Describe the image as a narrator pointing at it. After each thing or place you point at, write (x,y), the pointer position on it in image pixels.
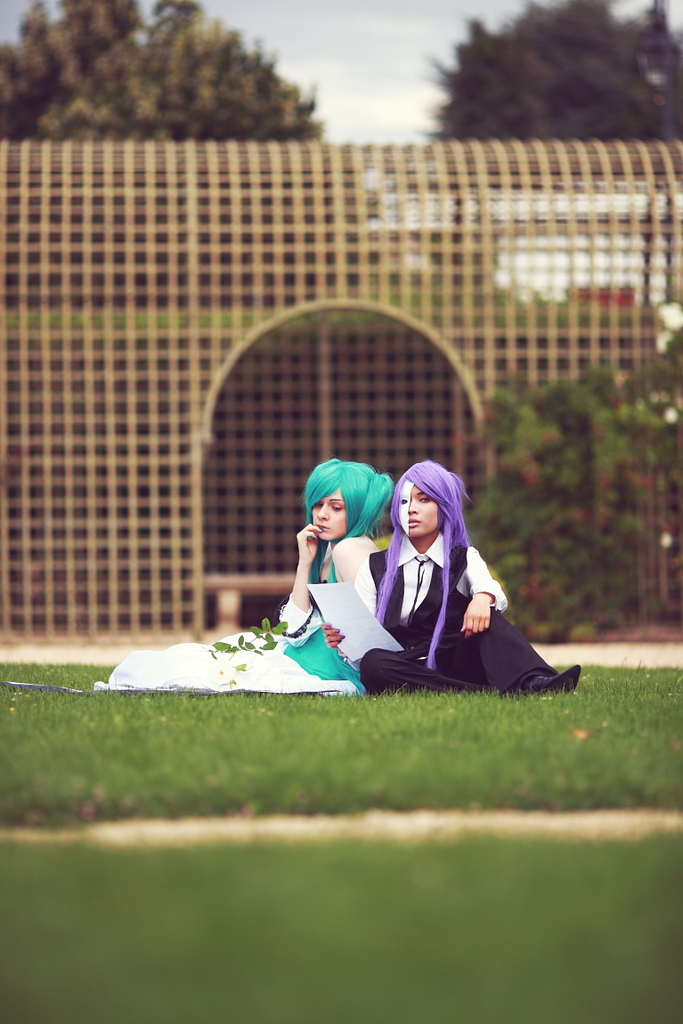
It is an image in which we can see that there are two persons (456,546) sitting on the ground (342,724) by holding the paper (336,627). Behind them there is a trellis (305,345). In the background (514,56) there are trees (543,89). At the bottom (220,935) there is grass (274,927).
